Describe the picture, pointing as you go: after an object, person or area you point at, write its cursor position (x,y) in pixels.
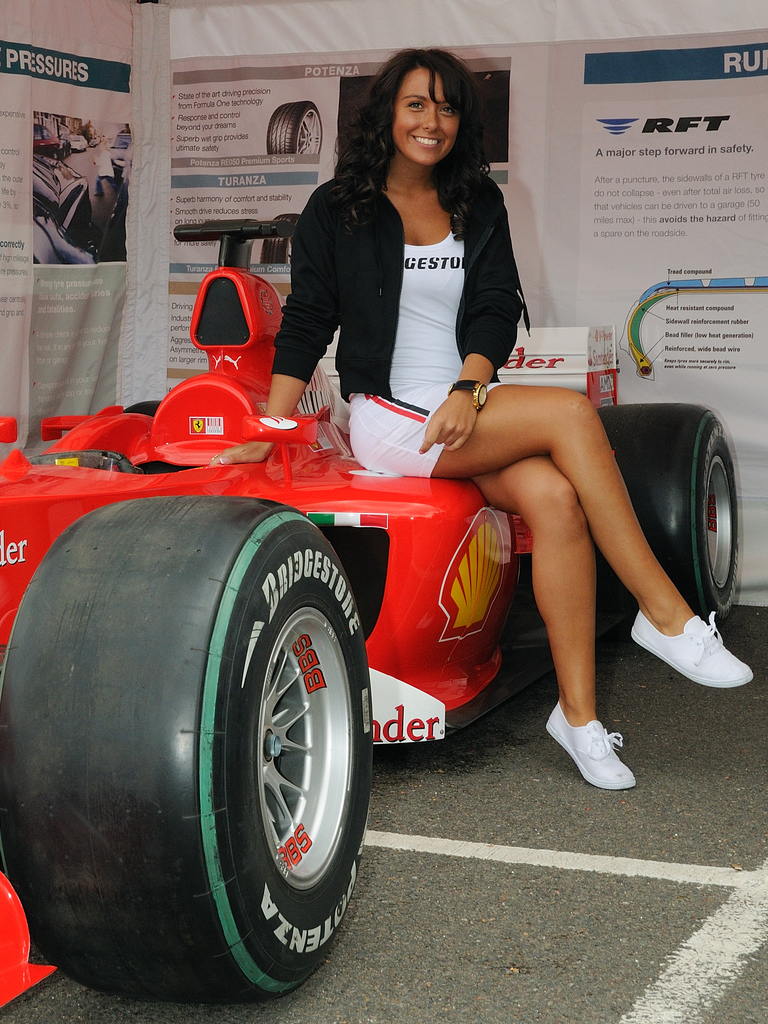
In this image, there is a person (477,281) wearing clothes (466,292) and sitting on the car (397,541).
